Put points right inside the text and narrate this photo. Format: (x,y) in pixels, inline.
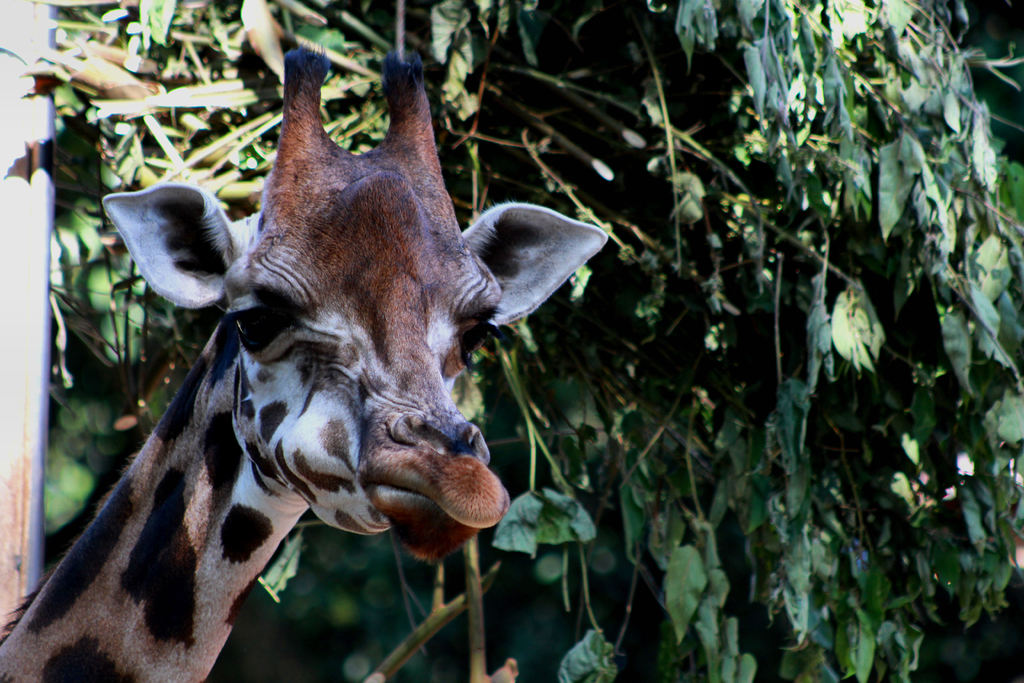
In this image I can see a giraffe (189,571) in the front (503,264) and in the background (376,48) I can see number of green colour leaves (140,329).
